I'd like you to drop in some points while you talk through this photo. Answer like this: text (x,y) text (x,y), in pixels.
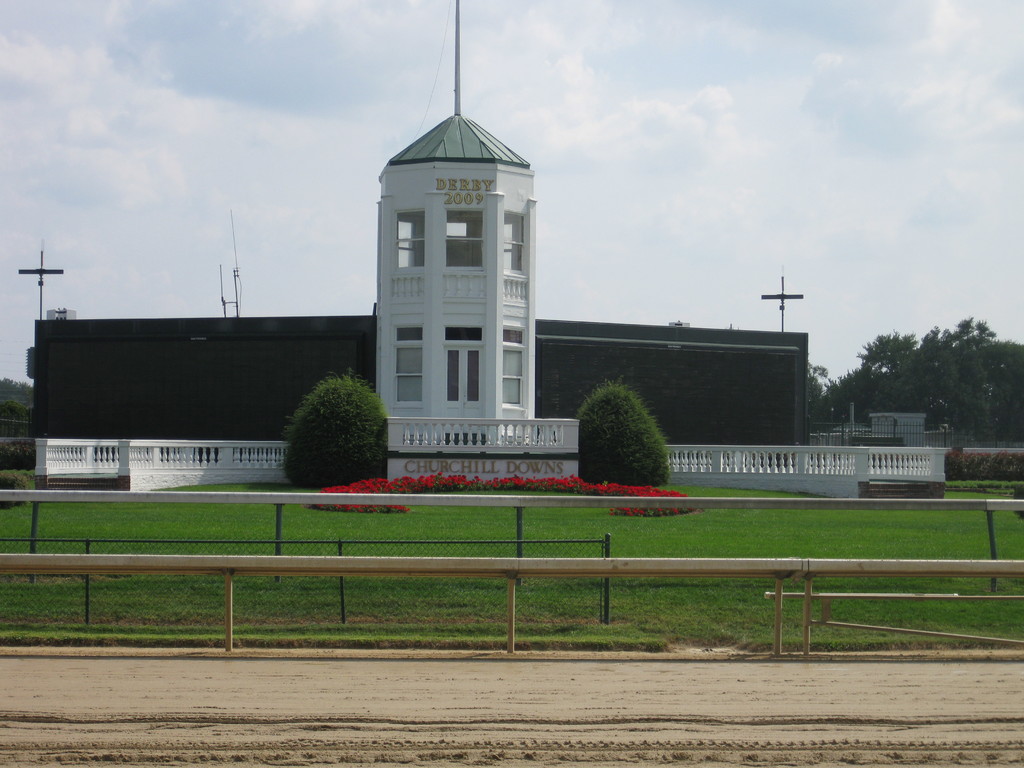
In this picture we can see sand (387,739), fence (42,556), grass (700,519), flowers (658,516), trees (959,412), building (426,260) with windows (456,373) and in the background (598,212) we can see sky (560,219) with clouds (837,134).
